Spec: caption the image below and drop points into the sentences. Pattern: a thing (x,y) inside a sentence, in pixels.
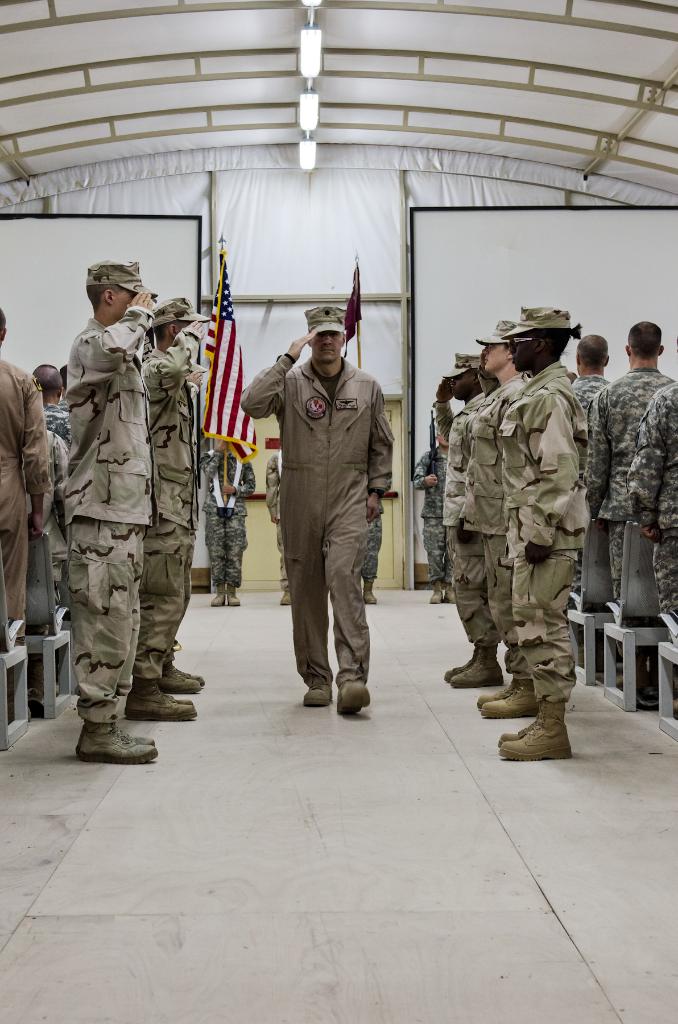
In this image I can see number of people (363,448) are standing. I can see all of them are wearing uniforms (524,410) and here I can see few of them are wearing caps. In background (584,275) I can see few white colour boards (13,230), few lights (315,57) and I can see a person (227,561) is holding a flag (237,446). I can also see one more flag (351,317) over there.
